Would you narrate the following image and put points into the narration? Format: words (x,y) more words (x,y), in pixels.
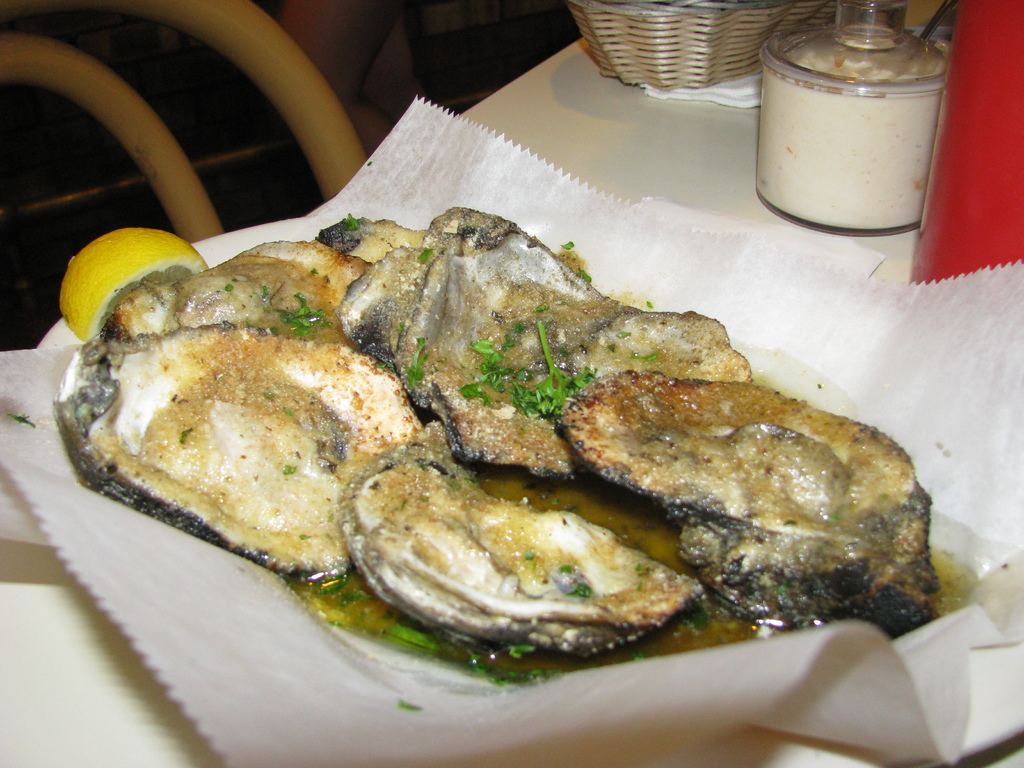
This is a plate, which contains a paper (302,673), food (450,420) and a slice of lemon (74,304). I can see a glass jar (839,145), basket (653,67), plate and few other things (948,141) placed on the table (606,153). I think this is a chair (190,189). On the right side of the image (933,155), that looks like a bottle (973,93), which is red in color.
